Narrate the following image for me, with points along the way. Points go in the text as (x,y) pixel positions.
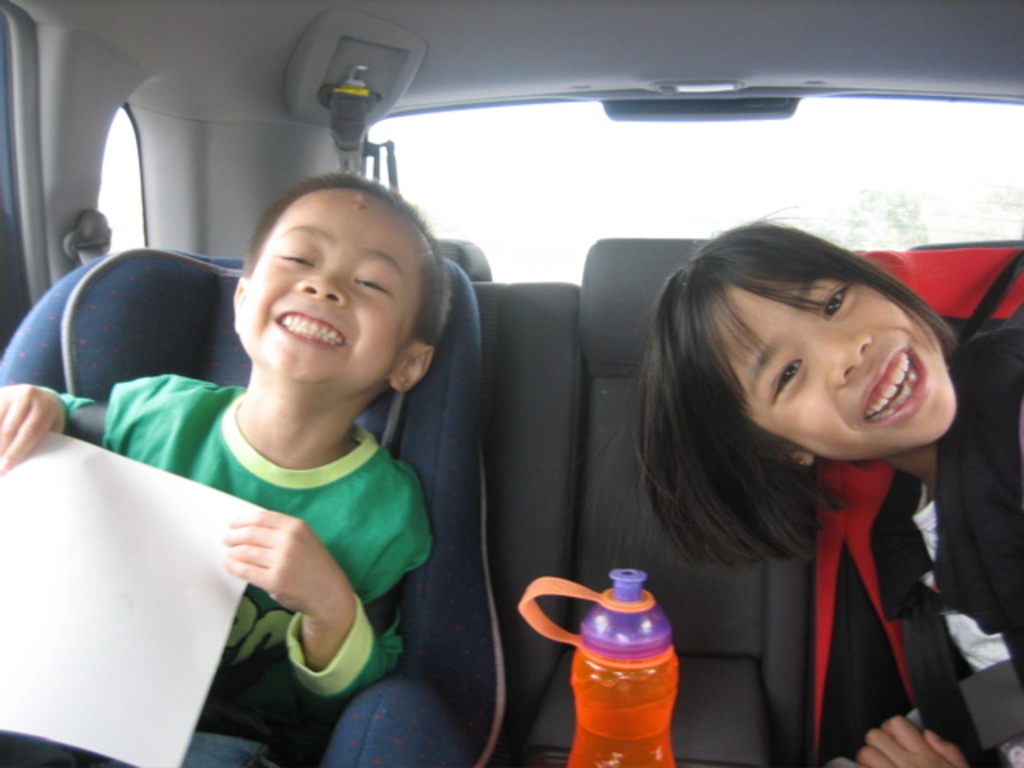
As we can see in the image there are two people (764,422) sitting in car (618,412) and there is a bottle (585,715).
